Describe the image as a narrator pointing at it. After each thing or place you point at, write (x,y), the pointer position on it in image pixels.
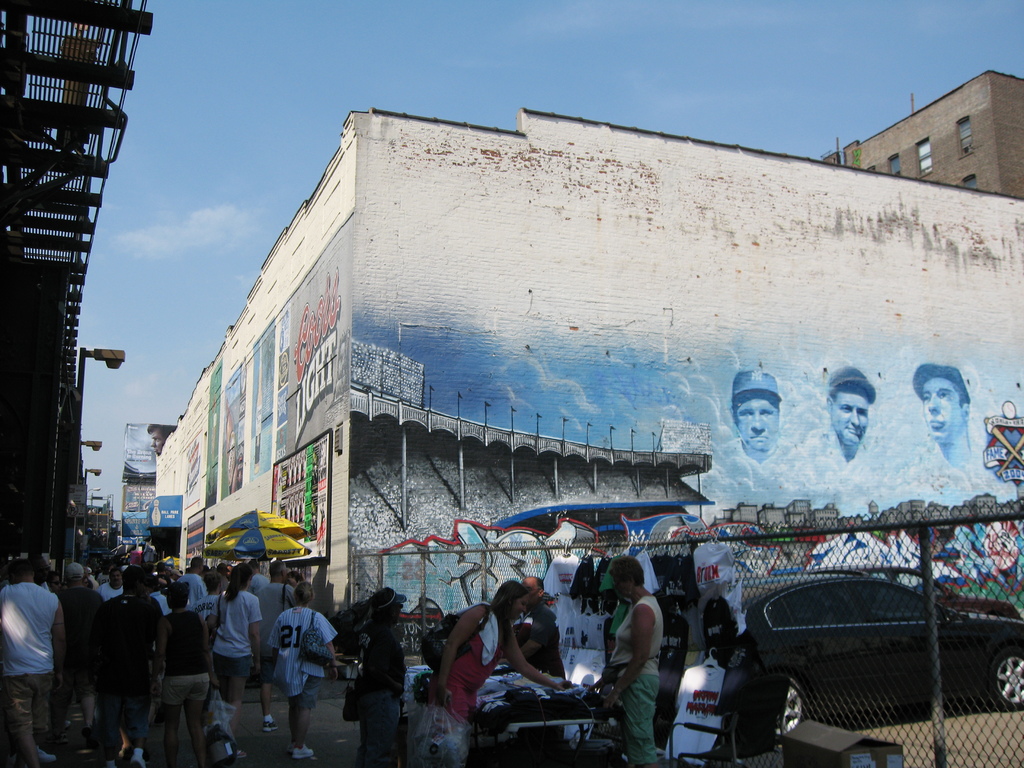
In this image, we can see people (237,597) and some are wearing bags (425,645) and holding some objects (441,711). In the background (591,666), we can see clothes (663,608) hanging and some of them are on the table (535,717) and there is a mesh (841,618), a vehicle (890,655) on the road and there are buildings (390,461), umbrellas (246,514), lights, poles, boards (195,479) and we can see hoardings (141,452).
